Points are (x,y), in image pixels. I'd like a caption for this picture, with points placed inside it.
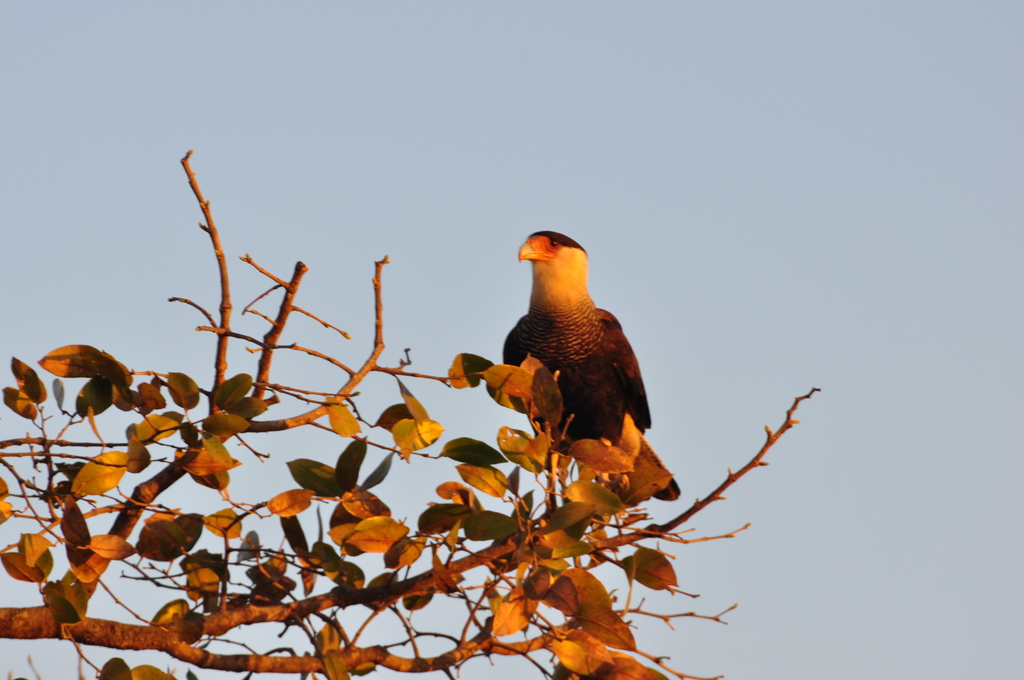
In this image I can see the bird (568,353) on the tree (487,516). Bird (622,442) is in black and yellow color. The sky (550,226) is in blue color.
